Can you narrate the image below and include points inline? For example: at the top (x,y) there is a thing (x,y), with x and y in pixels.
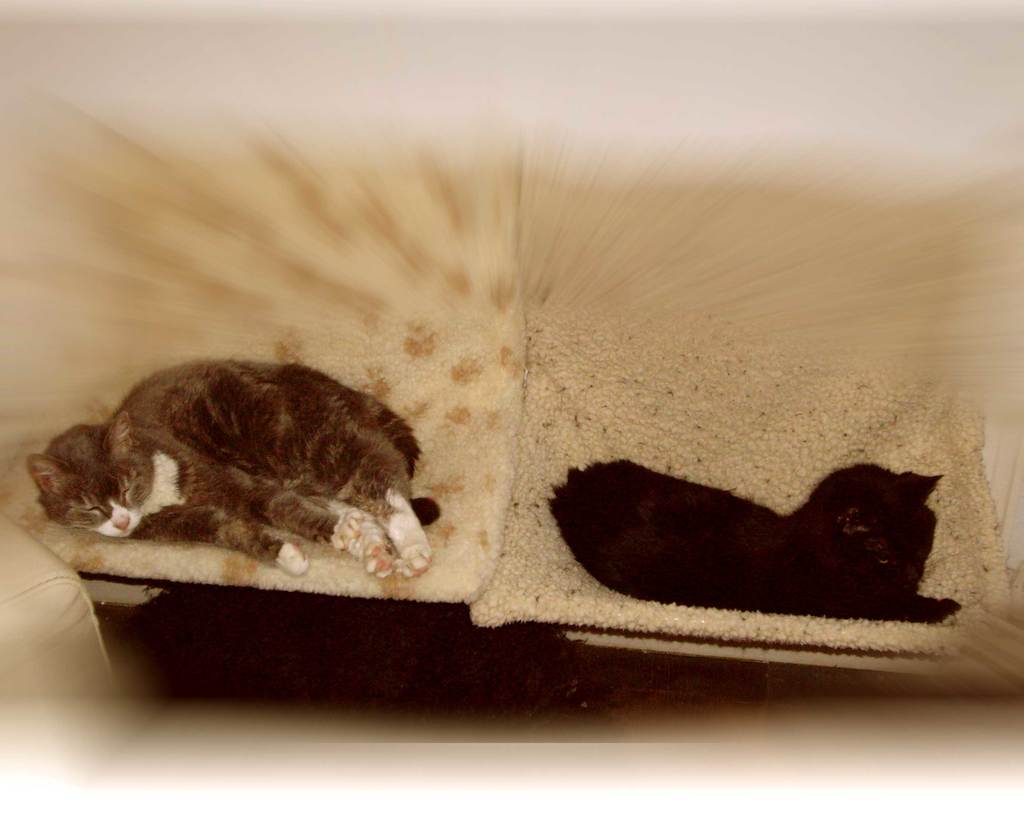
In the image there are two cats (320,533) laying on pet beds (537,587) and the background is blurry.
